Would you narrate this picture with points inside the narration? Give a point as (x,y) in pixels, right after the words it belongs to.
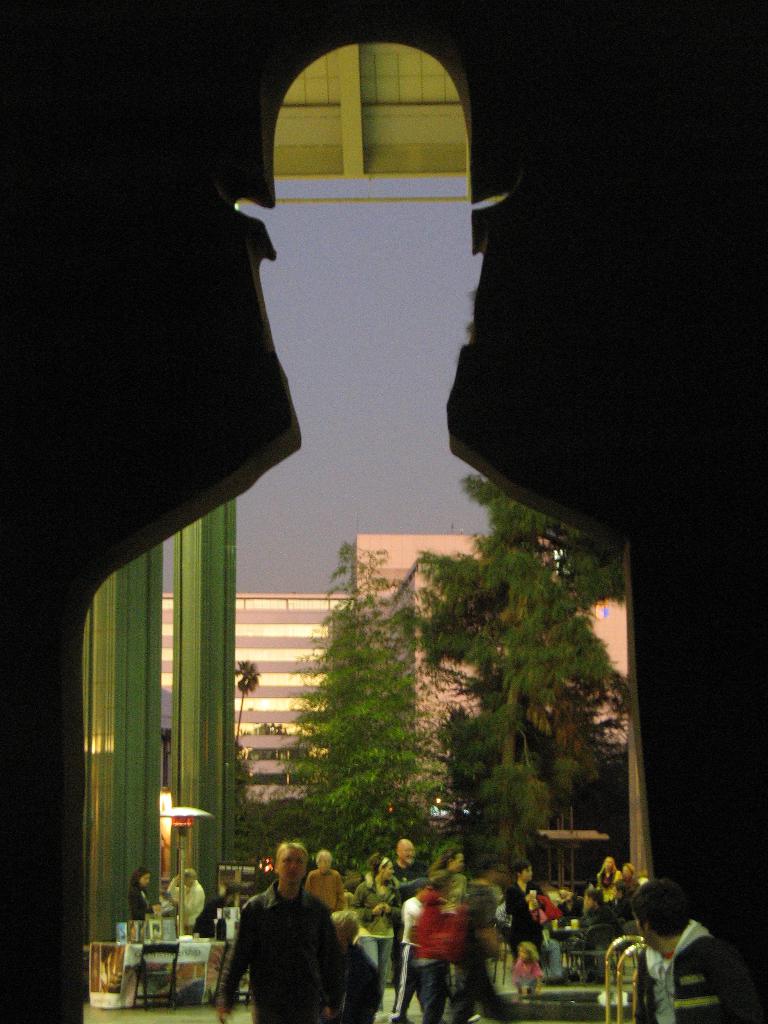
At the bottom of the image (357,879) there are people (270,1010) walking on the ground (138,1013). In the background of the image (360,641) there are buildings (273,768), trees (357,746). In the foreground of the image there is a depiction (491,376) of a person (603,504).
